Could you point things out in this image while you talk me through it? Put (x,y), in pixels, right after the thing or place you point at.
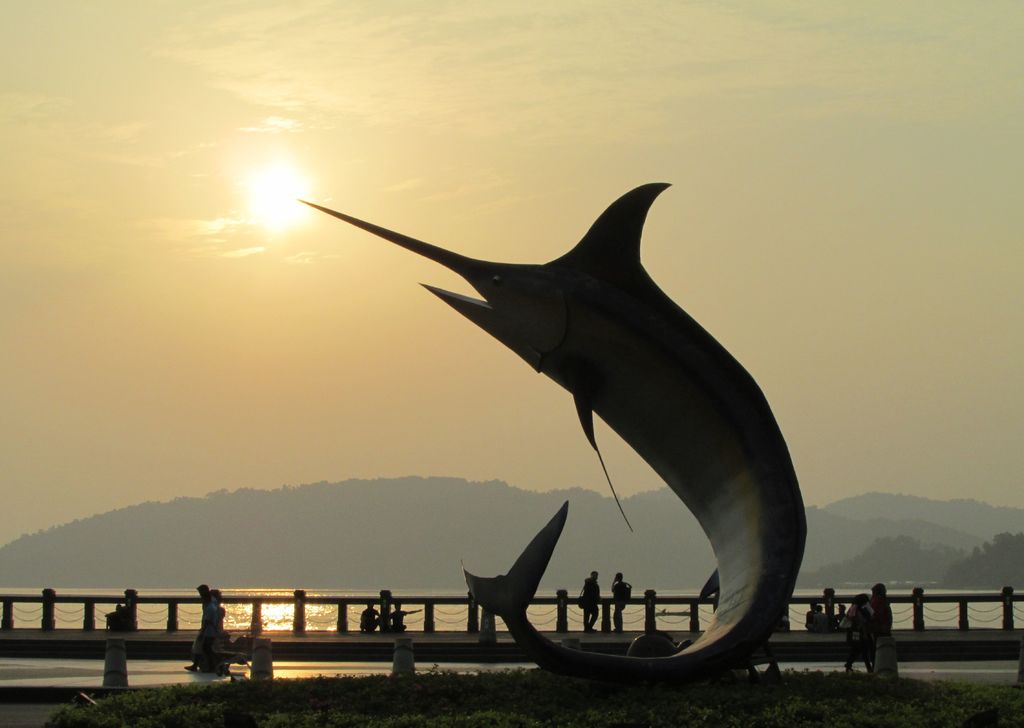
In the center of the image (596,290) there is a depiction of a fish (708,589). There is a bridge (46,619) on which there are people (588,619). At the bottom of the image (229,707) there are plants (539,703). In the background of the image (499,526) there are mountains (506,517), sky (298,376) and sun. There is water (390,592).
